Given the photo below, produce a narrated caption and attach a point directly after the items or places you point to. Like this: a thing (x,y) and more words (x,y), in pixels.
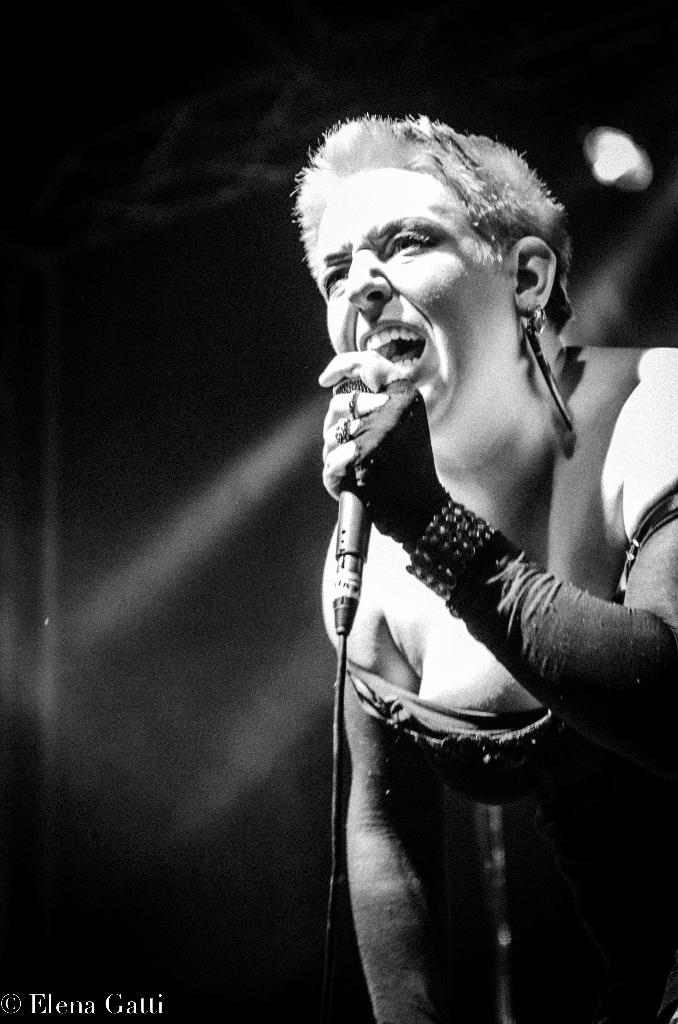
A woman (465,211) in this picture is singing and holding a mike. At the left bottom of the image (18,1010) there is a water mark (9,1008) of text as elena gatti.
